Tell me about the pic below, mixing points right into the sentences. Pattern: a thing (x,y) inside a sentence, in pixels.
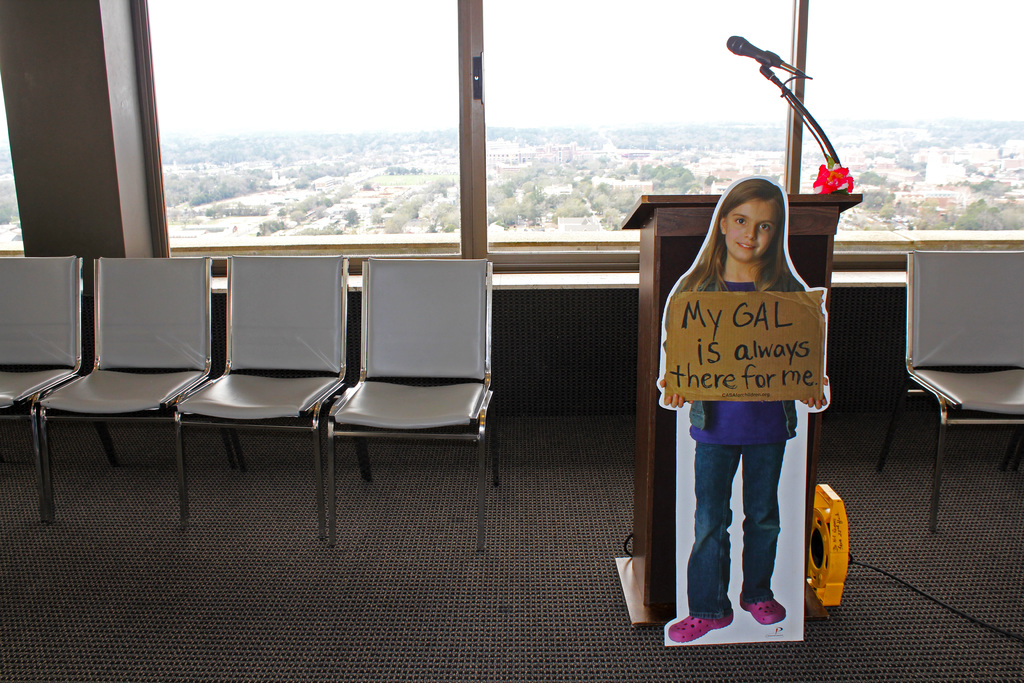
In this image, we can see wooden podium (690,254) and banner (729,430). In this banner (746,442), we can see a girl (745,426) is holding a board (735,380). There is something that is written on it. At the bottom (488,612), there is a floor (569,598). Here we can see chairs (66,413), microphone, rod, windows (349,100), pillar (77,185). Through the glass (506,163) we can see the outside view. There are so many trees (556,180), houses (884,155) and sky (622,59).
